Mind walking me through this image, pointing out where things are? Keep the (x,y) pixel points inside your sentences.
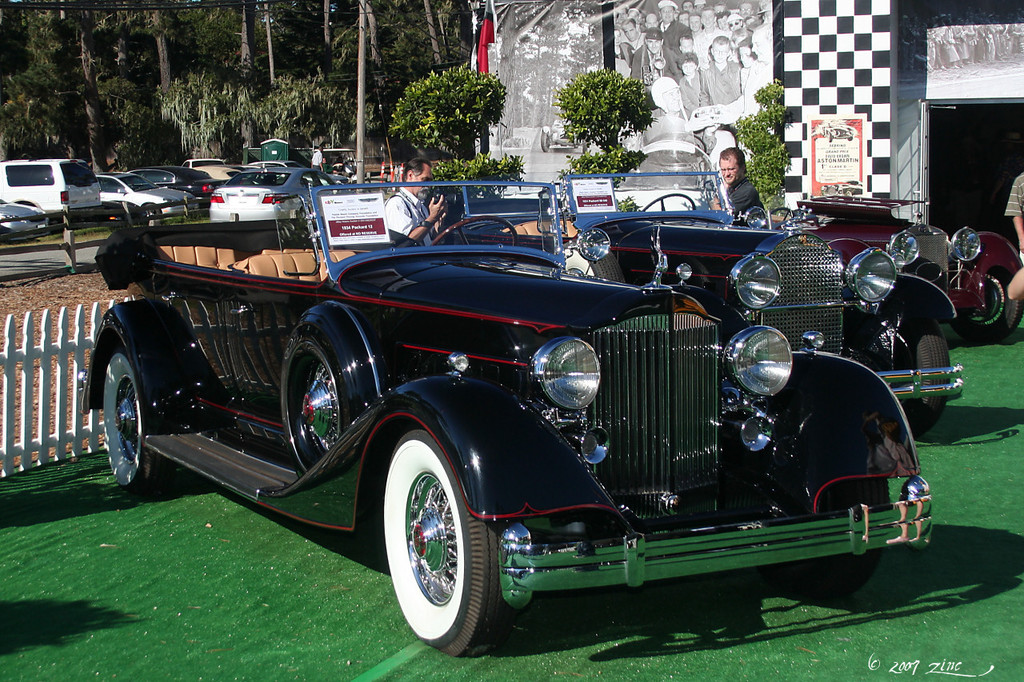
In this image I can see a car (468,340) which is black and red and white in color is on the ground (279,604). In the background (71,436) I can see few other cars (299,202), few persons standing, the white colored railing (47,344), few trees (301,122), the road (59,266), and few banners (624,72) attached to the surface (892,17).
